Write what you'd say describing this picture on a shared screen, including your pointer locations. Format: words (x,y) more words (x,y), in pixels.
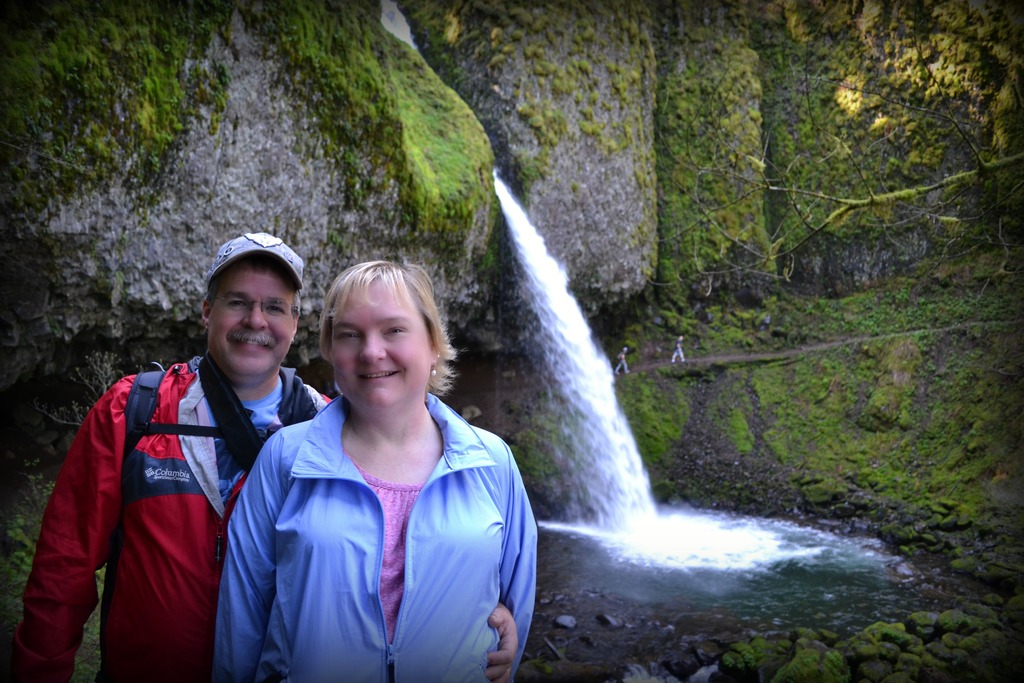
On the left (313,399) there is a couple (347,480) standing. In the center of the picture (614,444) there is a waterfall (634,458). On the right (918,544) there are stones (924,553), water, grass (979,413) and trees (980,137). In the background (330,88) there is a mountain (498,116).
